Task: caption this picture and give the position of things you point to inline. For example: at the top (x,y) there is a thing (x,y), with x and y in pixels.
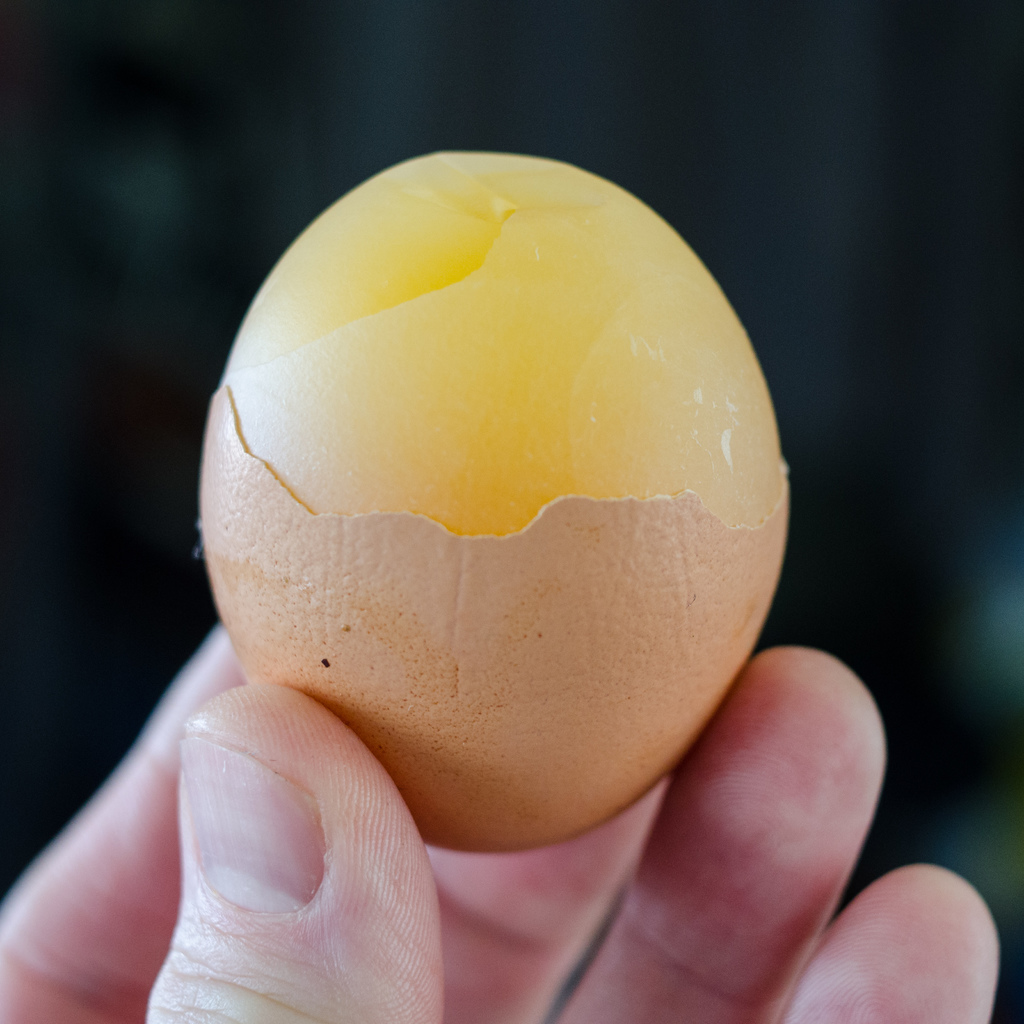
This picture contains the hand (328,928) of the human (504,858) holding the egg (470,406). In the background (193,310), it is black in color.
